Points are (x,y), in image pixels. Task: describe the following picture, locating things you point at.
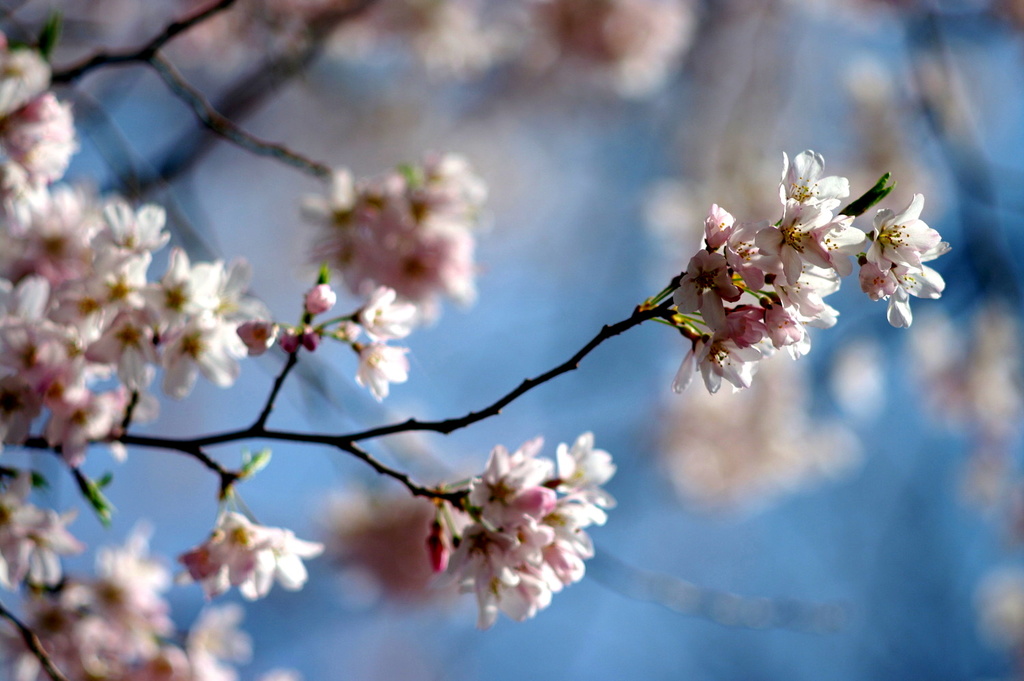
In this image, there are some small white color flowers (158,331).
